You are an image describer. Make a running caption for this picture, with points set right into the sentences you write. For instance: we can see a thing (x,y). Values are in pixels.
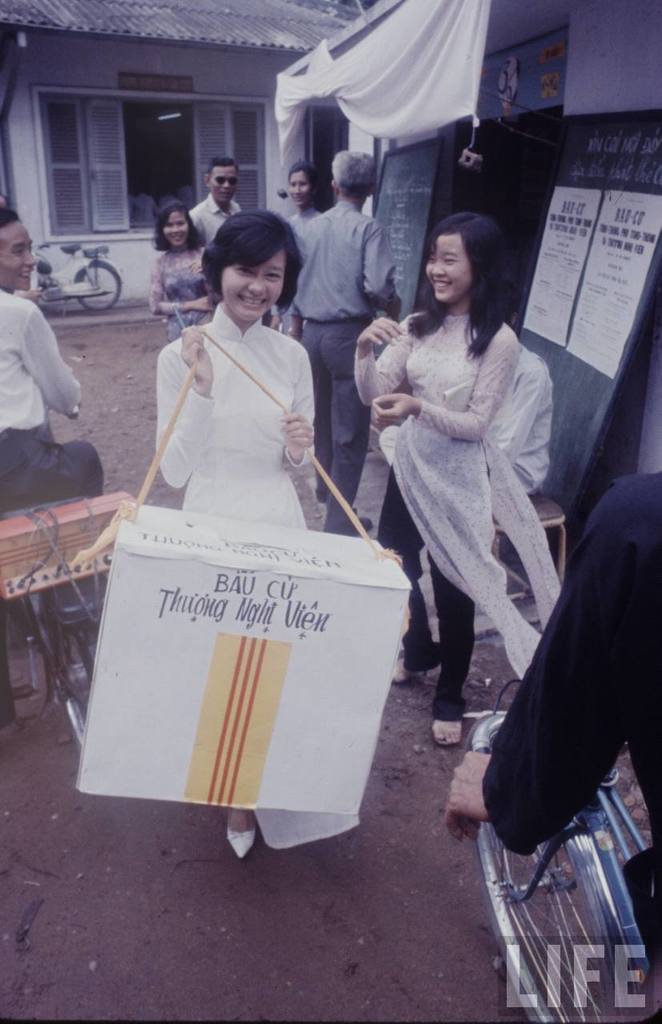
In the center of the image (256,367) there is a woman (231,376) carrying a box (195,681). On the right side of the image (500,794) there is a person (490,795) on the cycle (614,891), a tent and group of persons (372,190). In the background (166,20) there is a building (128,112) and vehicle (78,292).
